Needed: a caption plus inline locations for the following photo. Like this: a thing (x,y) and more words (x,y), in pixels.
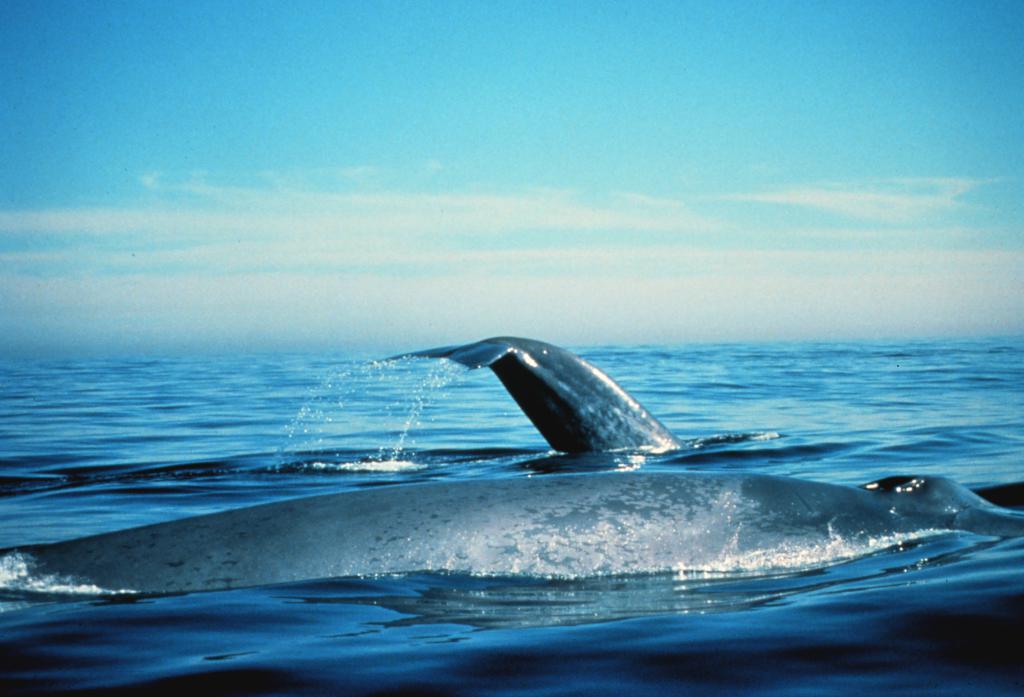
In the picture I can see aquatic animals (472,516) in the water (444,408). In the background (573,194) I can see the sky (573,194).
